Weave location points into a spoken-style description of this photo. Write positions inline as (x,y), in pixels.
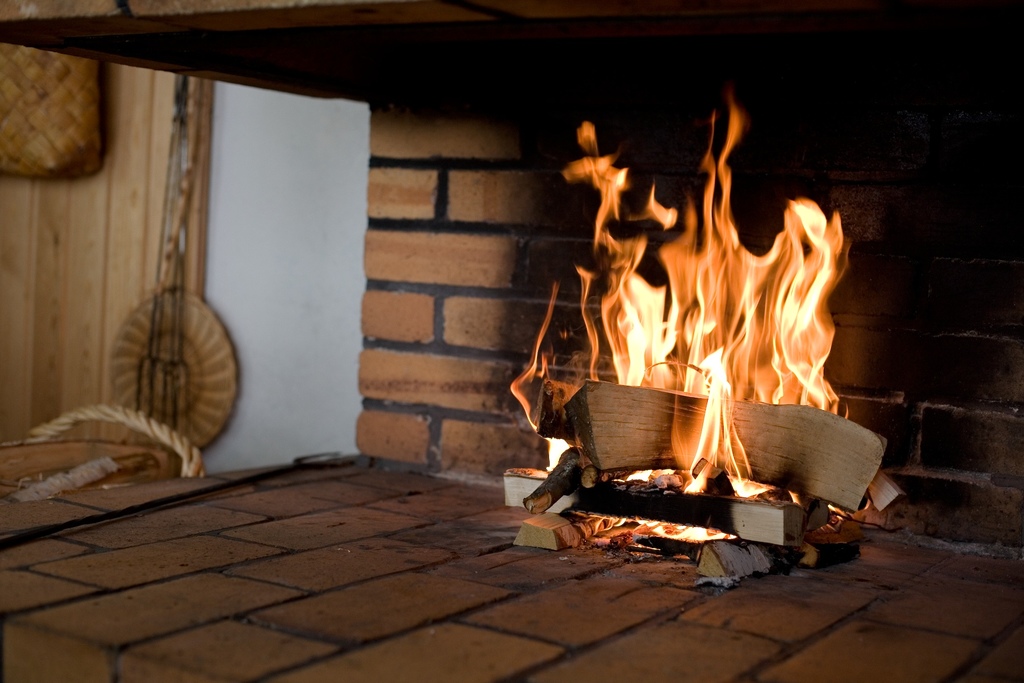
In this image we can see some wooden pieces (672,461) burning. There is fire (745,334). In the back (926,222) there is a brick wall (569,204). On the left side (165,408) there is a rope (121,419) and some other objects (70,148).
